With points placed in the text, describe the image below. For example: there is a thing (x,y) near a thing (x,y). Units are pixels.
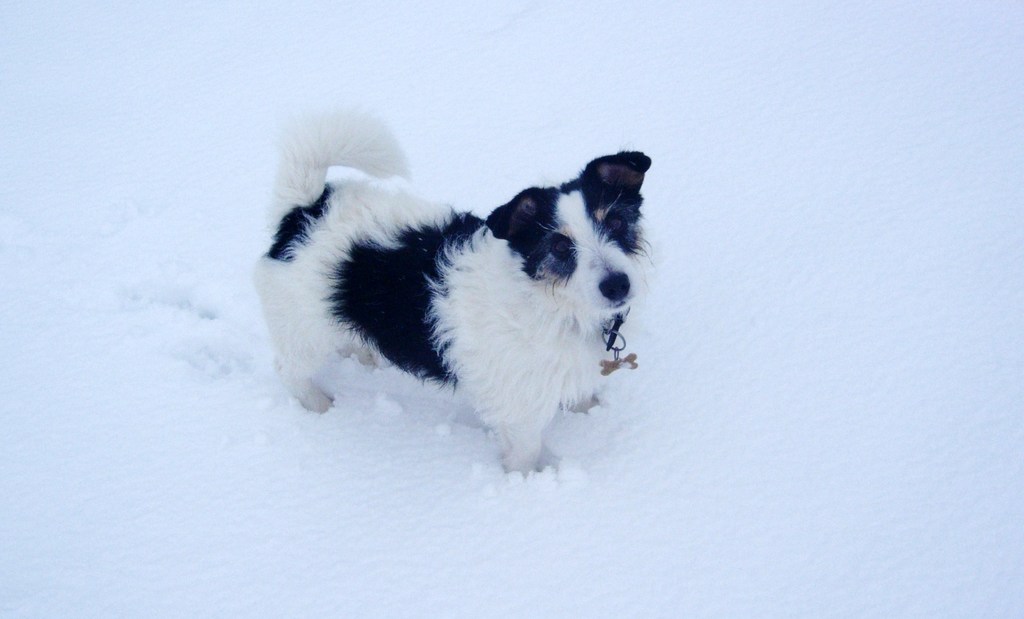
In this image there is a dog (467,313) in the center (431,332) and on the ground (754,539) there is snow (748,546).
